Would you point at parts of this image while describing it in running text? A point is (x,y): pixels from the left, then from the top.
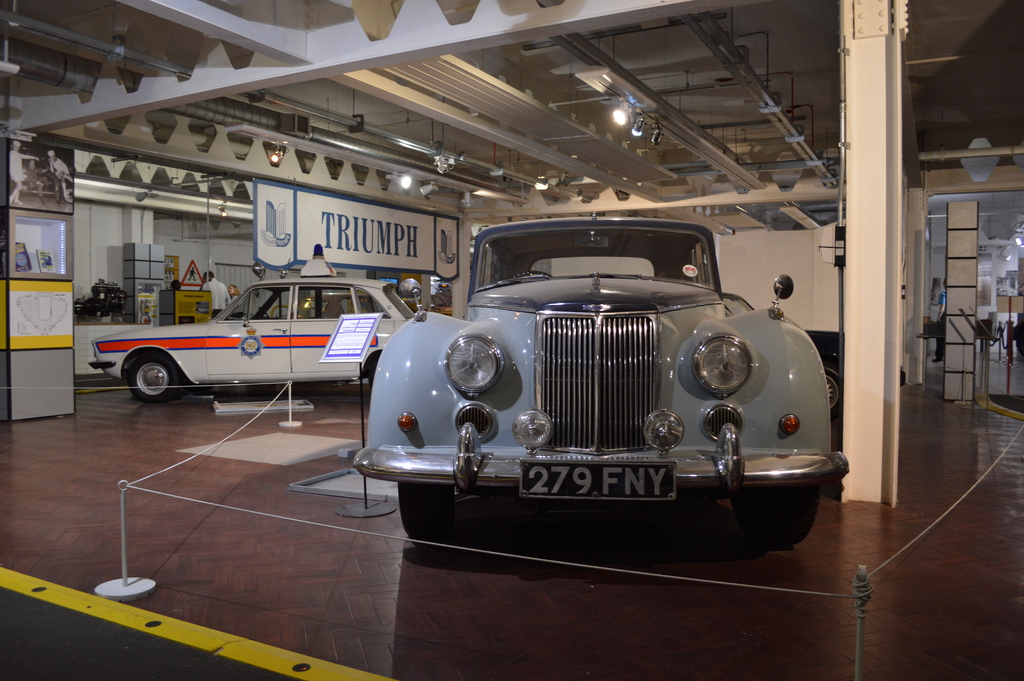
In the foreground (176,355), I can see two cars (502,404) on the floor (309,568), fence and pillars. In the background (454,249), I can see boards (280,221), lights (224,216) on a rooftop (519,133), metal rods (498,141), photo frames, a person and some objects (948,259). This image taken, maybe in a hall (940,176).
